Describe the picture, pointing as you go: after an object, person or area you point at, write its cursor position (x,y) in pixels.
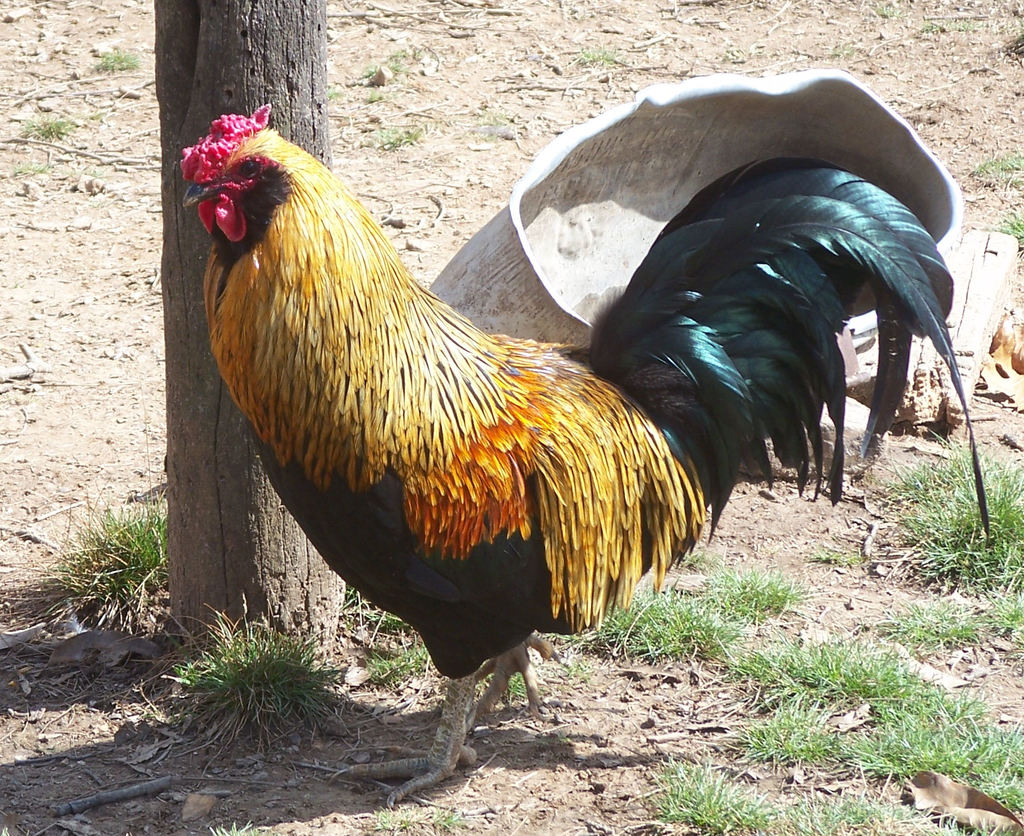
In this image there is a rooster (336,470) standing on the ground (373,788) beside the tree trunk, also there is some object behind the rooster (587,624) and some grass (922,732) around it.
